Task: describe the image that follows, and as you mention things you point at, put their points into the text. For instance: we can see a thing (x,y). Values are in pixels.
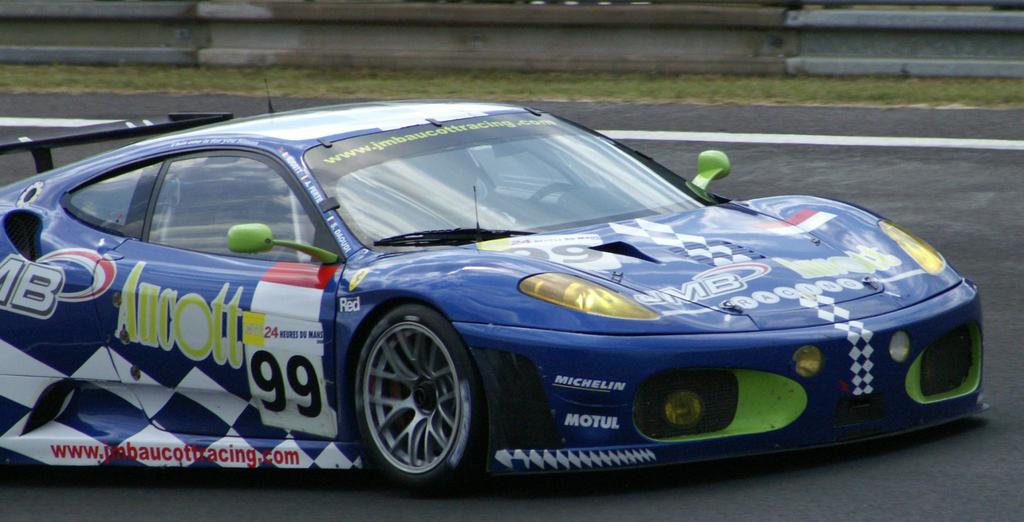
In the center of the image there is a car (568,127). At the bottom of the image (44,469) there is road (802,170). At the background of the image (846,102) there is grass (187,76).
